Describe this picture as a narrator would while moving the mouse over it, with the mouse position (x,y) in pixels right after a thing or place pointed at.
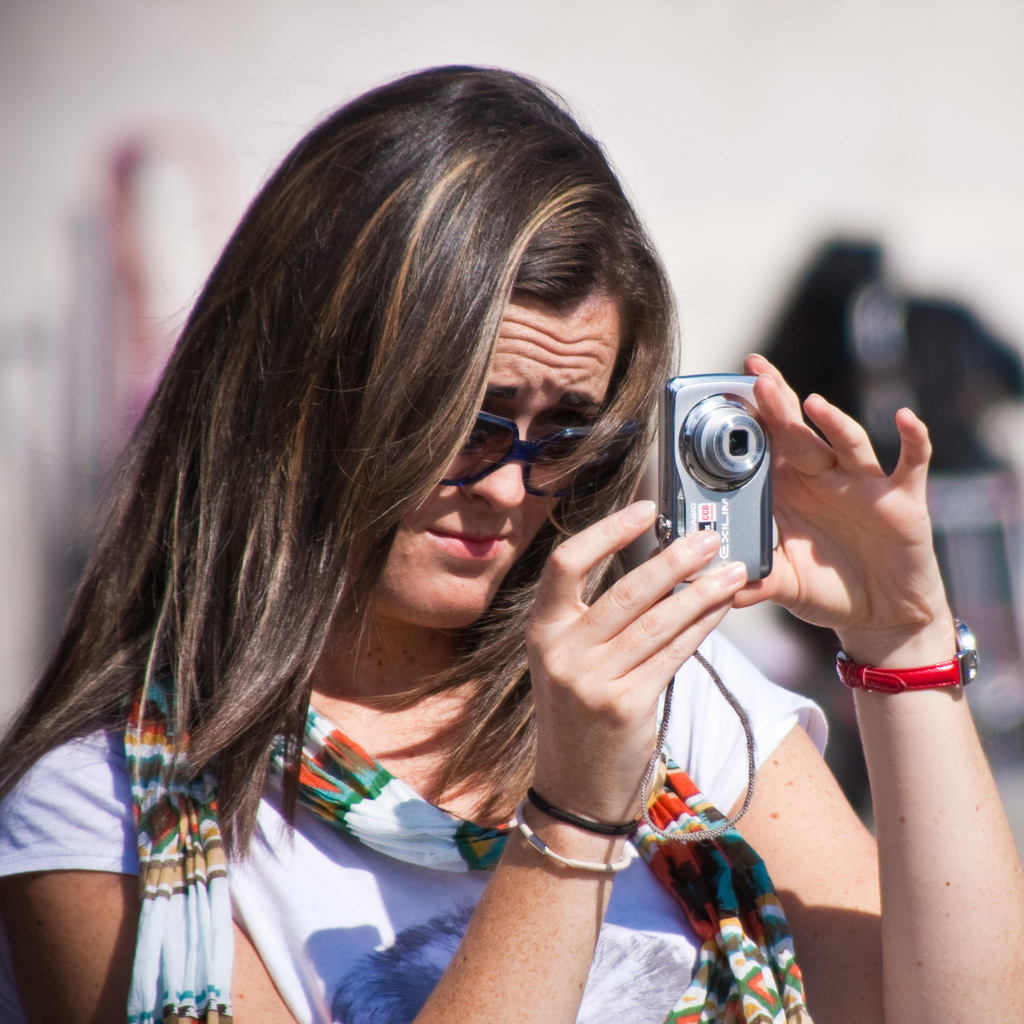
In the image we can see there is a woman (455,626) who is standing and holding camera (716,504) in her hand (779,477).
